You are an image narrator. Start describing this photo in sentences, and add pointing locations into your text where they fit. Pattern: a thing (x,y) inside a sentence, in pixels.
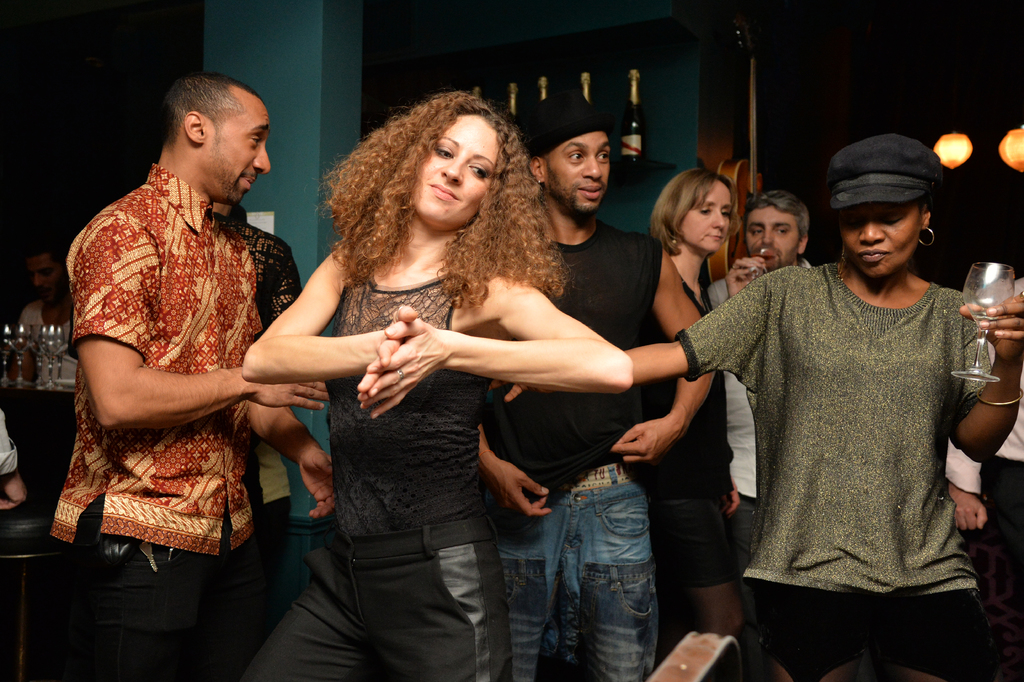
In the image we can see there are people (526,368) standing and in front (969,426) there is a woman (984,321) holding a wine glass (984,335) in her hand (1003,335) and there are wine bottles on the rack (547,89).
